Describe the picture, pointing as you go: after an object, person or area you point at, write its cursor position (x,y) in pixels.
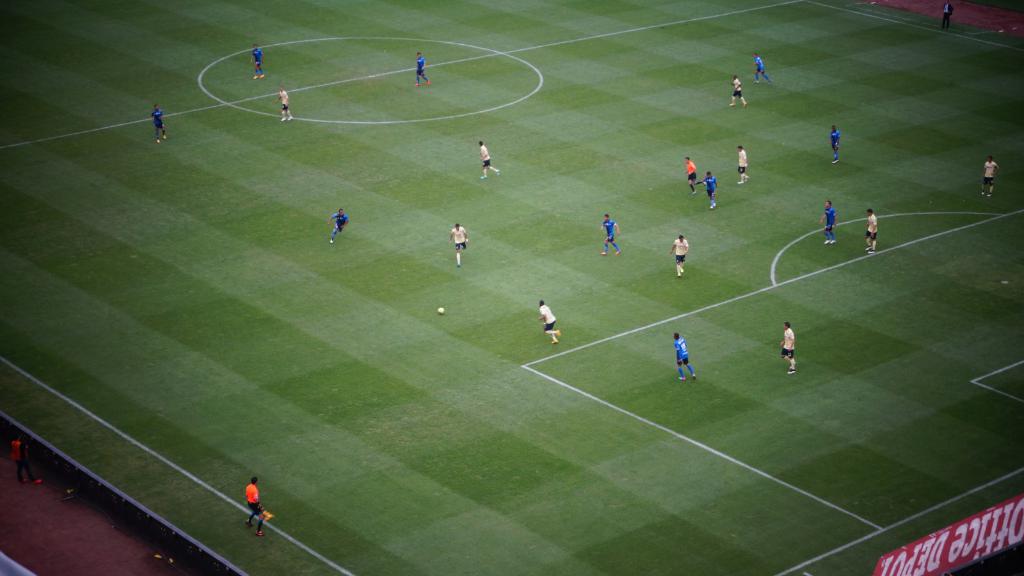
In this image there are players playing football on a ground (425,309).
